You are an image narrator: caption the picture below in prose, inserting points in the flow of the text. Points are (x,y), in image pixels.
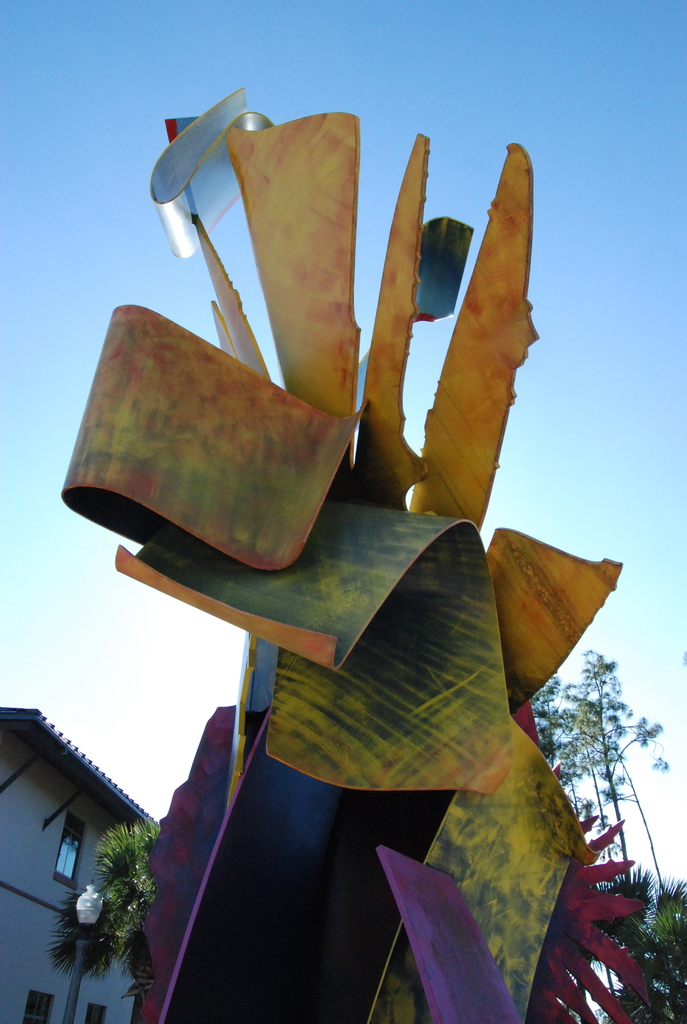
In this image there is a sculpture (364,570), in the background (126,908) there are trees (151,846), house (98,820) and a sky (0,442).
